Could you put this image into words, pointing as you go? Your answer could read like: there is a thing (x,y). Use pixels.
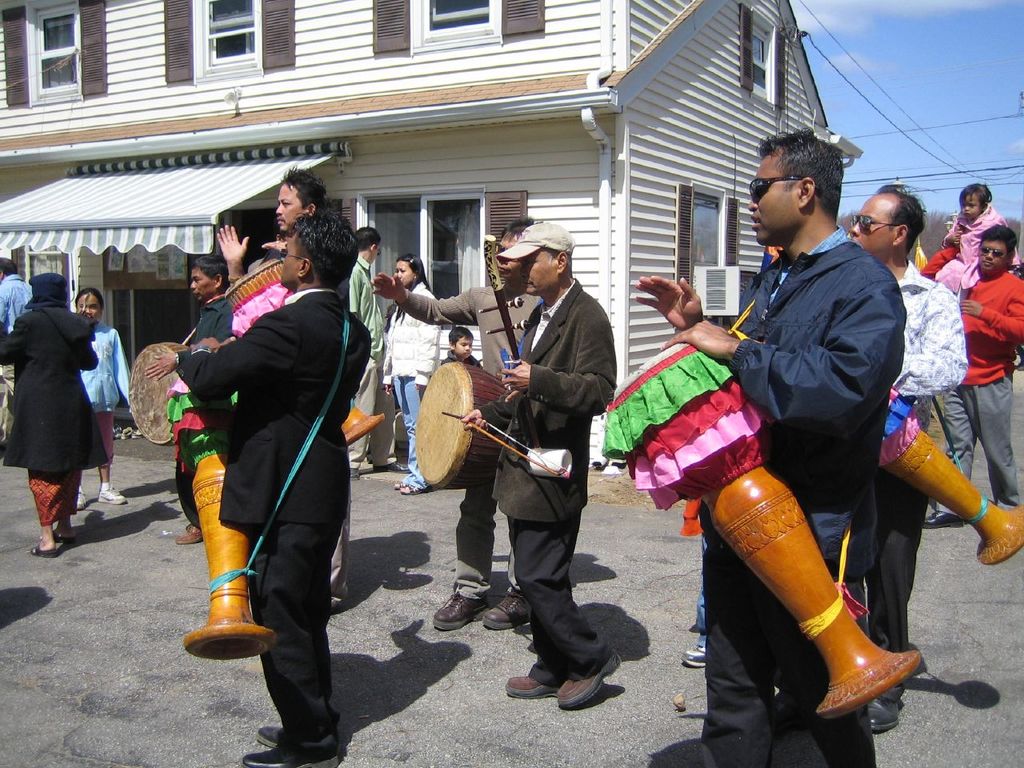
Here in this picture we can see a group of people (424,342) standing on the ground (354,699) over there and they are playing drums (653,385), which are present in his hands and we can see some of them are wearing jackets (360,362) and goggles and caps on them and beside them we can see a house (182,204) present and in the far we can see trees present and we can see clouds (851,22) in the sky (836,33) over there.
